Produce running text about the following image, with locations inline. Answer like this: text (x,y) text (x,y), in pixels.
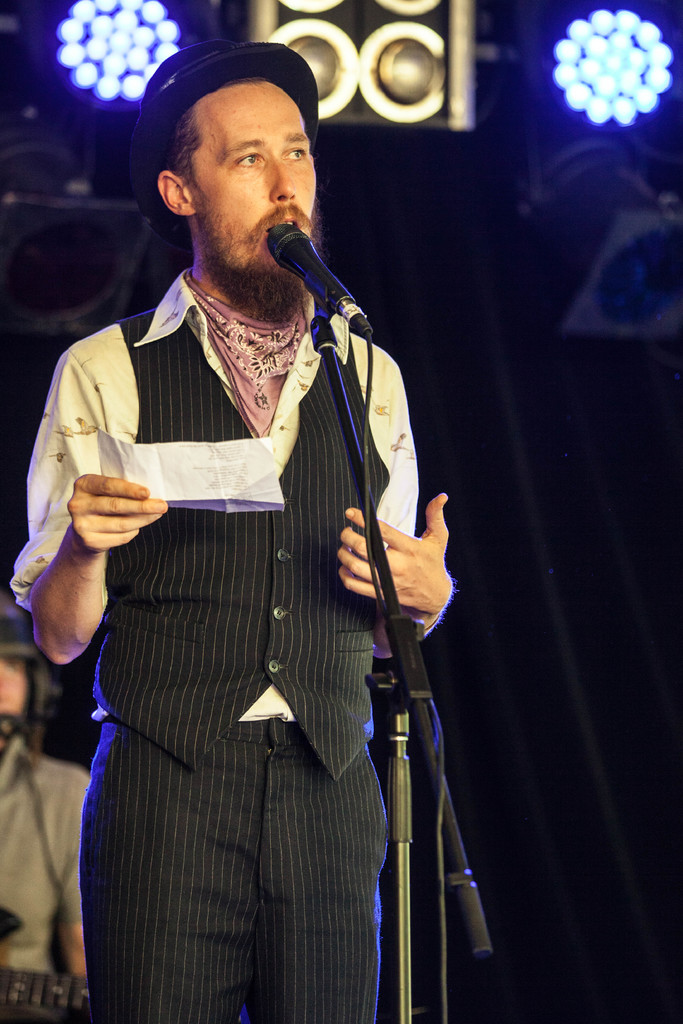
In this picture we can see a man (198,562) wore a cap (239,69), holding a paper (268,503) with his hand (145,490) and in front of him we can see a mic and at the back of him we can see a person (67,892), lights (81,63), some objects (91,289) and in the background (476,250) it is dark.
